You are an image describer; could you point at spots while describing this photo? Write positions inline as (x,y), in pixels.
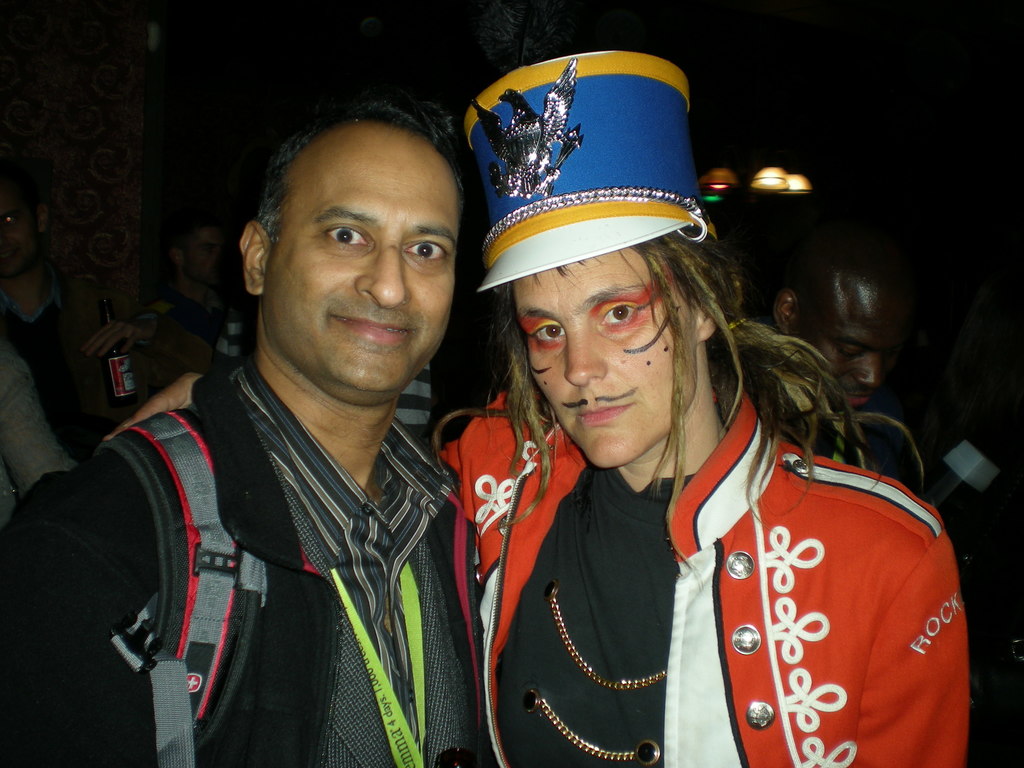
This picture seems to be clicked inside the hall (40,94). In the foreground (449,549) we can see a man (347,431) wearing a backpack (201,641), smiling and seems to be standing and we can see a person (702,367) wearing a hat (530,195) and standing. In the background (766,172) we can see the lights (788,175), group of people (173,279), bottle of drink (119,352) and many other objects (950,485).
